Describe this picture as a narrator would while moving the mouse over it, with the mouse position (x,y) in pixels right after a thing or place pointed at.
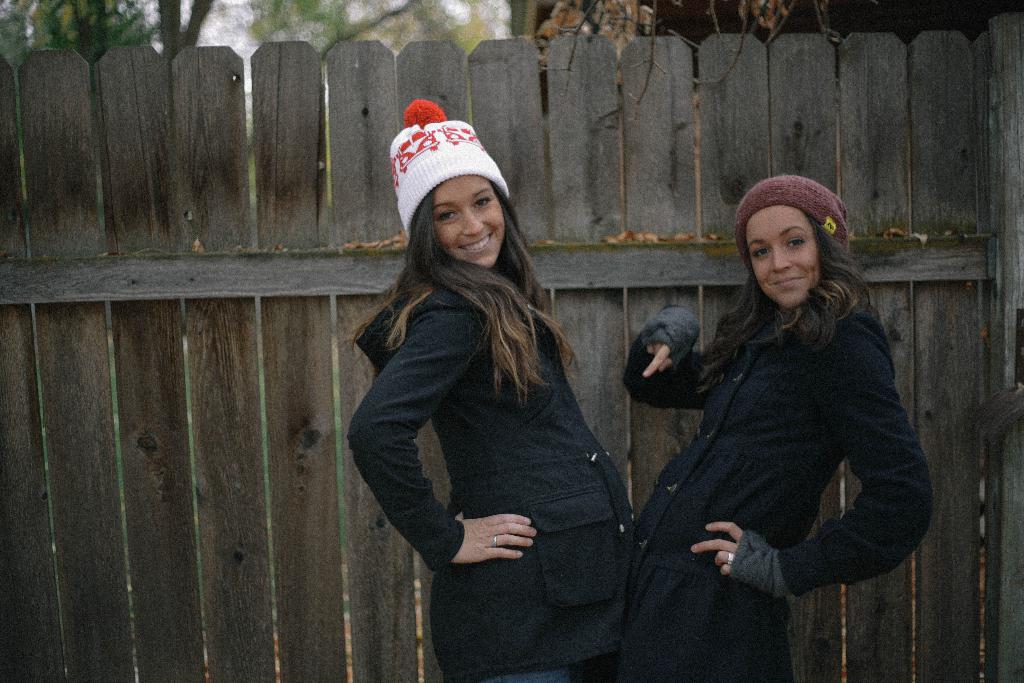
In this picture there are two people (391,429) standing and smiling. At the back (561,178) there is a wooden railing (301,125) and there are trees (312,21) and there might be a building (692,15). At the top (236,18) there is sky (249,22).
